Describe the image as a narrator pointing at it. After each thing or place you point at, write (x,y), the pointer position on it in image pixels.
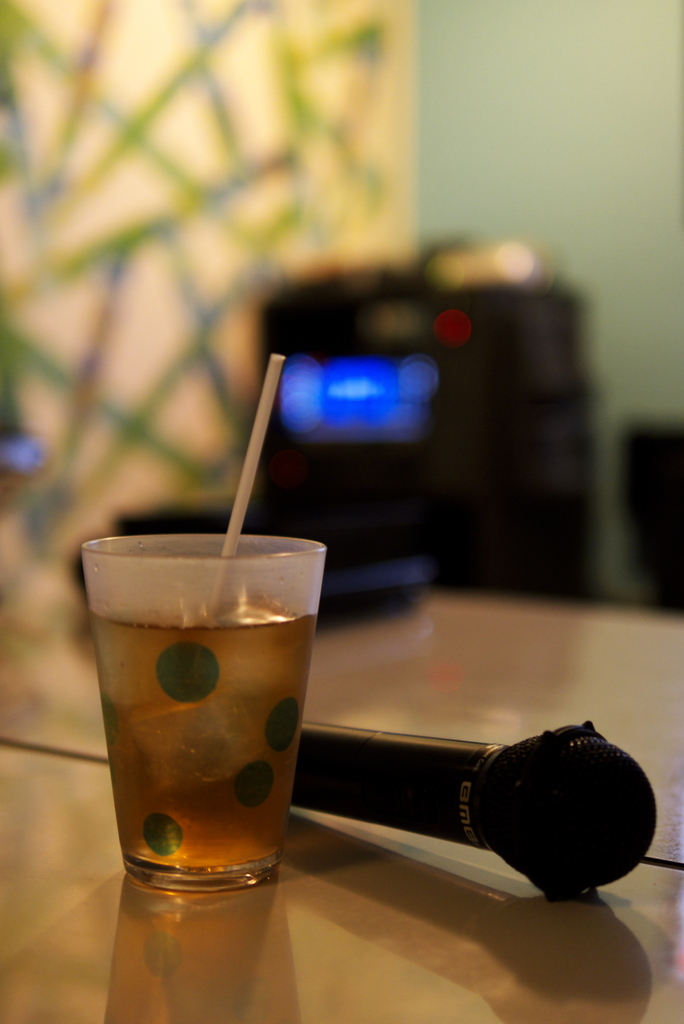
In this image I can see a glass (213,635) contain a drink (141,670) and mike (555,789).
